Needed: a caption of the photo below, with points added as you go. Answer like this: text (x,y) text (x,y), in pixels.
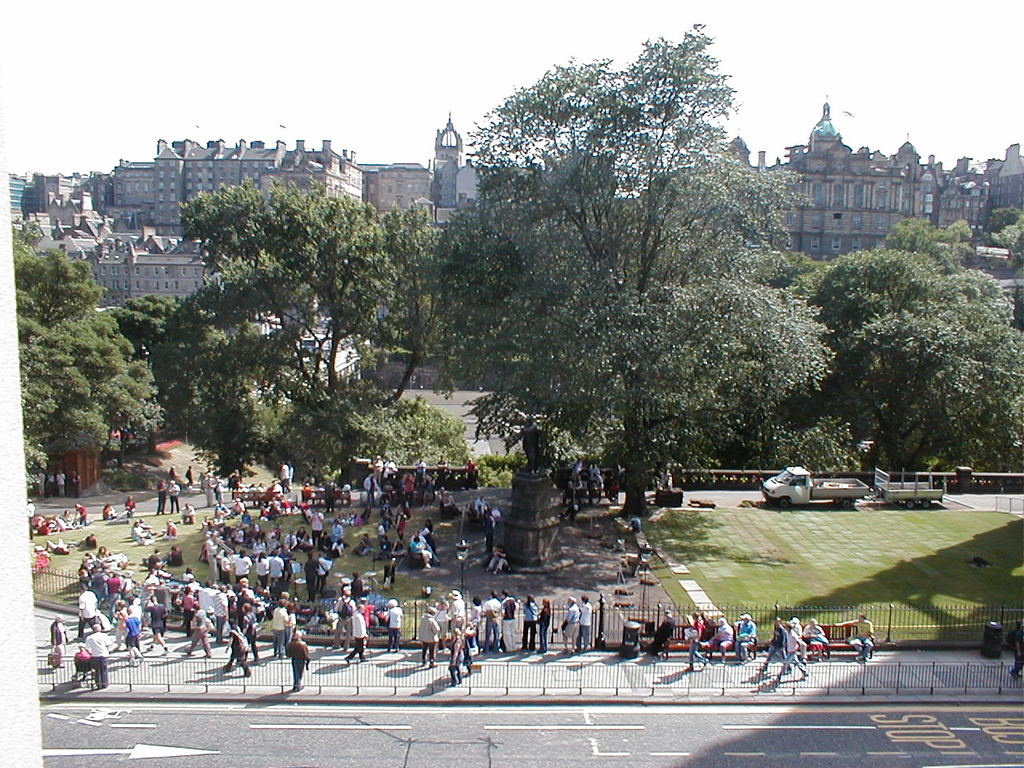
In this image I can see at the bottom (671,620) many people (693,653) are walking on the footpath (683,665), there is the road (662,748). In the middle (365,506) few people (285,536) are sitting on the grass (180,536), there are trees (566,310) and buildings (231,177) in this image. On the right side (807,491) there is a vehicle (820,494) on the road (754,499). At the top (401,44) it is the sky (385,36).
